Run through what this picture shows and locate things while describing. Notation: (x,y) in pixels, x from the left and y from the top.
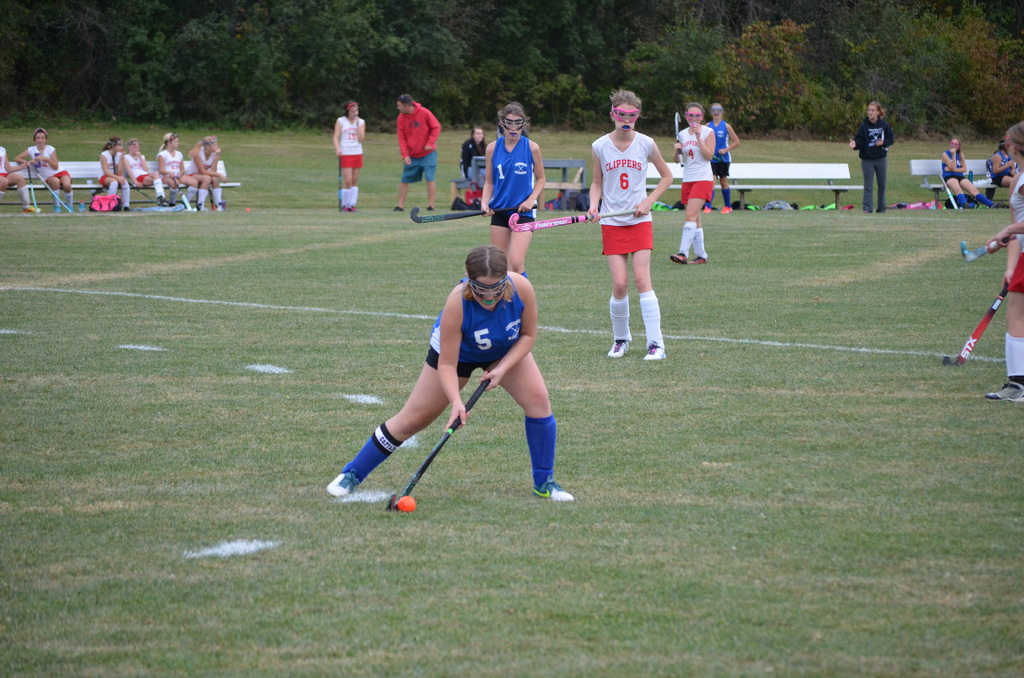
In this picture there is a woman (507,305) standing and holding the bat (398,498) and there is an orange color ball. At the back (639,244) there are group of people (612,259) standing and holding the bats (975,333) and there are group of people (40,142) sitting on the benches (846,174). At the back (360,12) there are trees (472,83). At the back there are bags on the grass (671,514).
